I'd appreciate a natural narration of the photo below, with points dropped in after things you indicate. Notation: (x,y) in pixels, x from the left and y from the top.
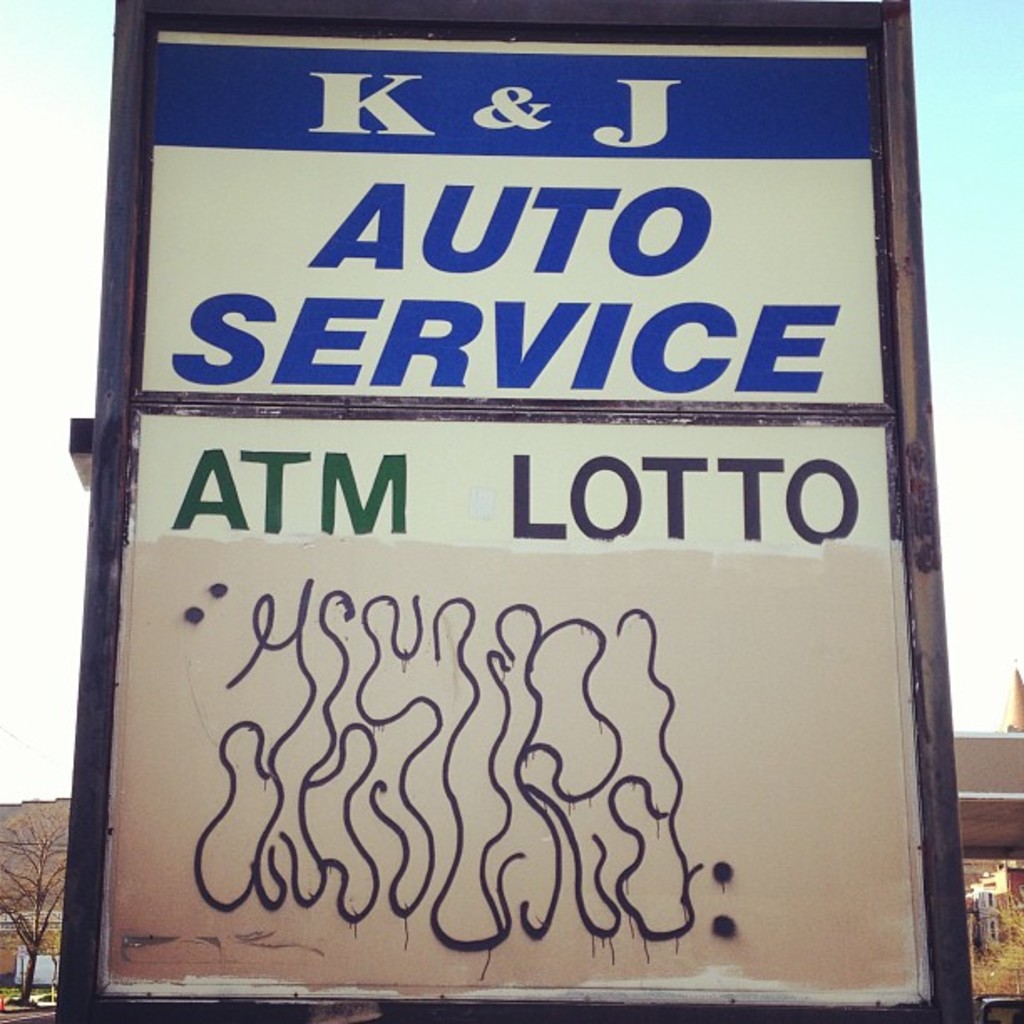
In this image we can see a display board (533,614) on with "K & J Auto services and A T M lotto" is displayed.
